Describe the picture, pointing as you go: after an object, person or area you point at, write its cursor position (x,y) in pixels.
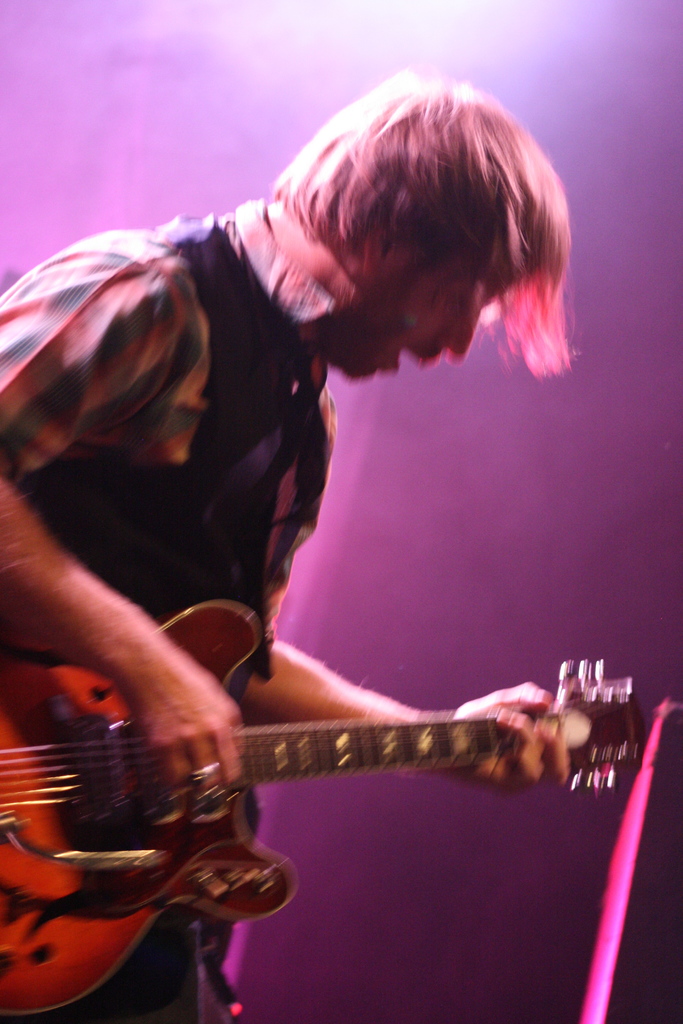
In this picture there is a boy (245,264) who is standing at the left side of the image (114,749) by holding the guitar (628,735) in his hands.
